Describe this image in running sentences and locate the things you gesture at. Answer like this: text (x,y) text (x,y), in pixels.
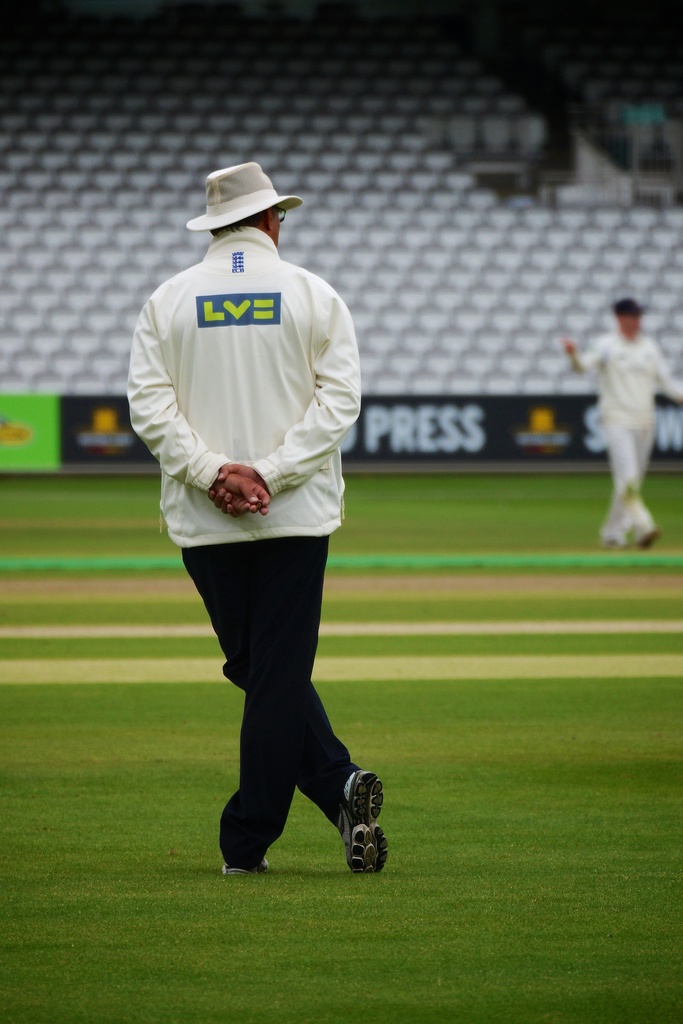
In this image we can see there is an inside view of the stadium (523,192) and there are chairs (572,389) and the wall (124,440) with a banner (96,399). And there are two people (250,410) standing on the ground (464,927).
